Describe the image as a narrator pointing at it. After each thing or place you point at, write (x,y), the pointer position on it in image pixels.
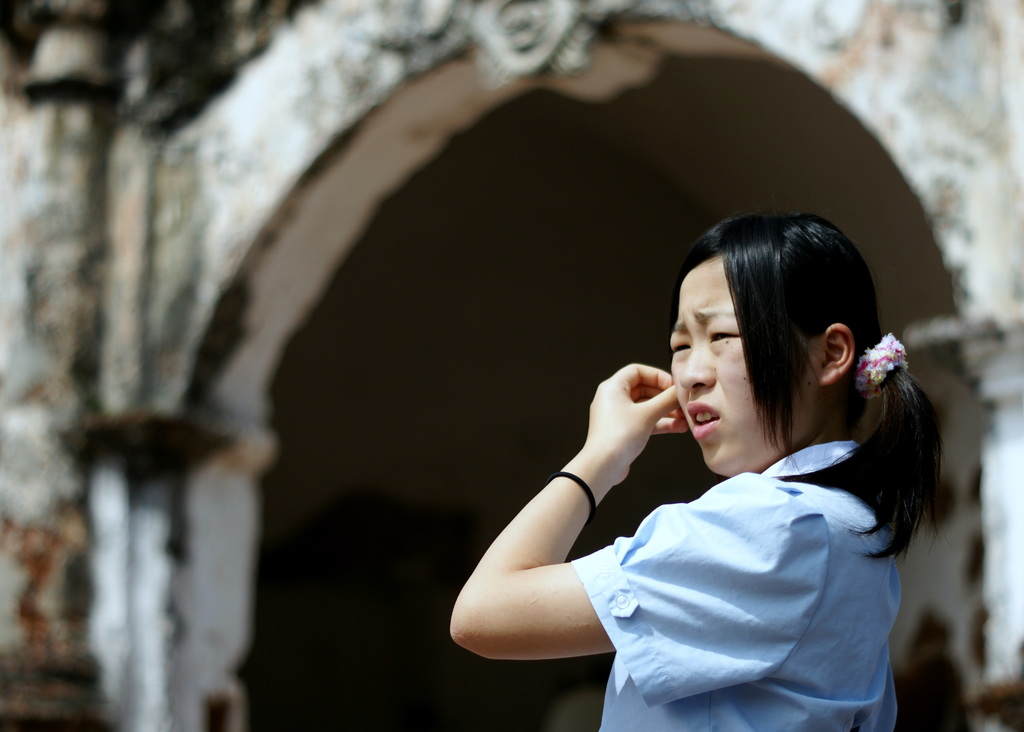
In this picture we can see a girl (620,673) and in the background (449,457) we can see an arch (392,155), pillars (69,273) and it is blurry.
